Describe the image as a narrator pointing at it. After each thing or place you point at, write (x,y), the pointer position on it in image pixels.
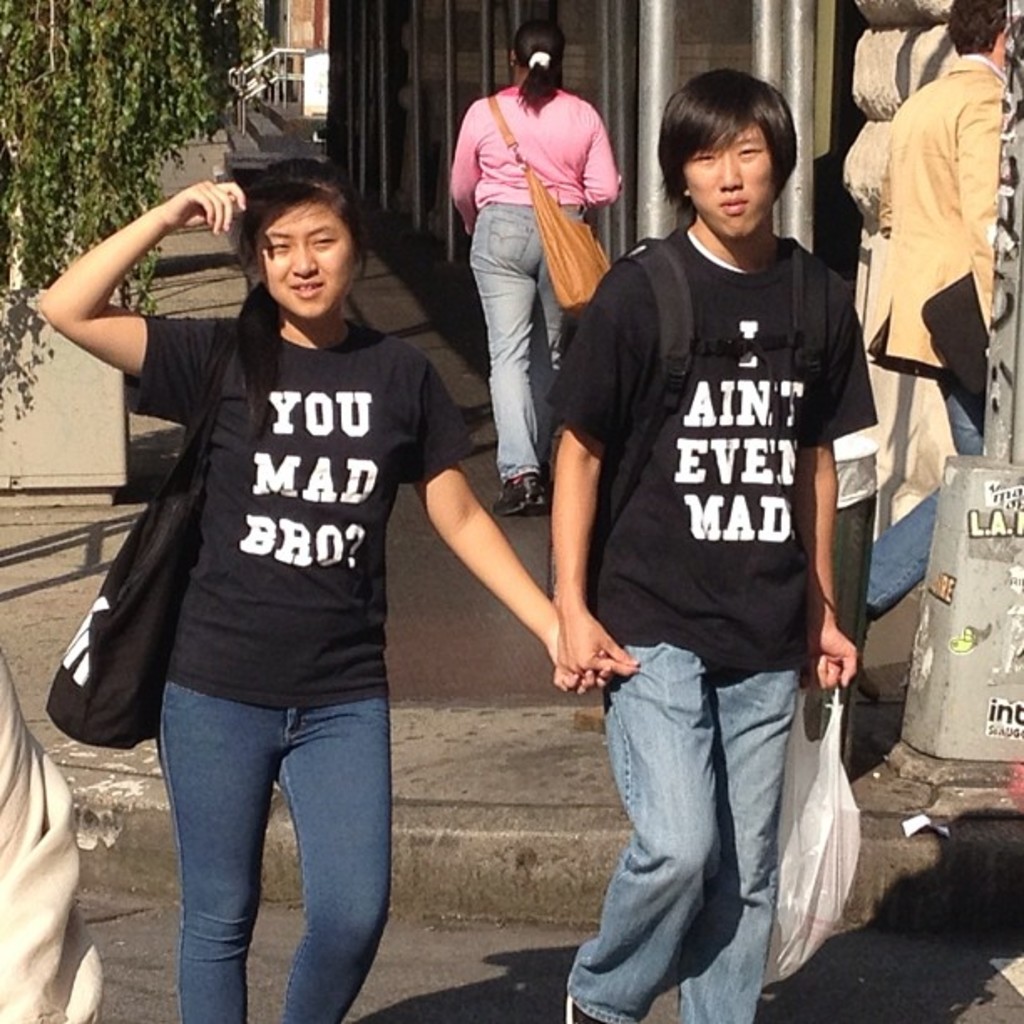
In this image, we can see few people (911,287) are walking. Few are wearing bags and holding some objects (828,816). At the bottom (463,983), there is a road (438,969). Background (438,323) we can see few plants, pole (1008,264), rods (804,159) and walkway (386,296).
